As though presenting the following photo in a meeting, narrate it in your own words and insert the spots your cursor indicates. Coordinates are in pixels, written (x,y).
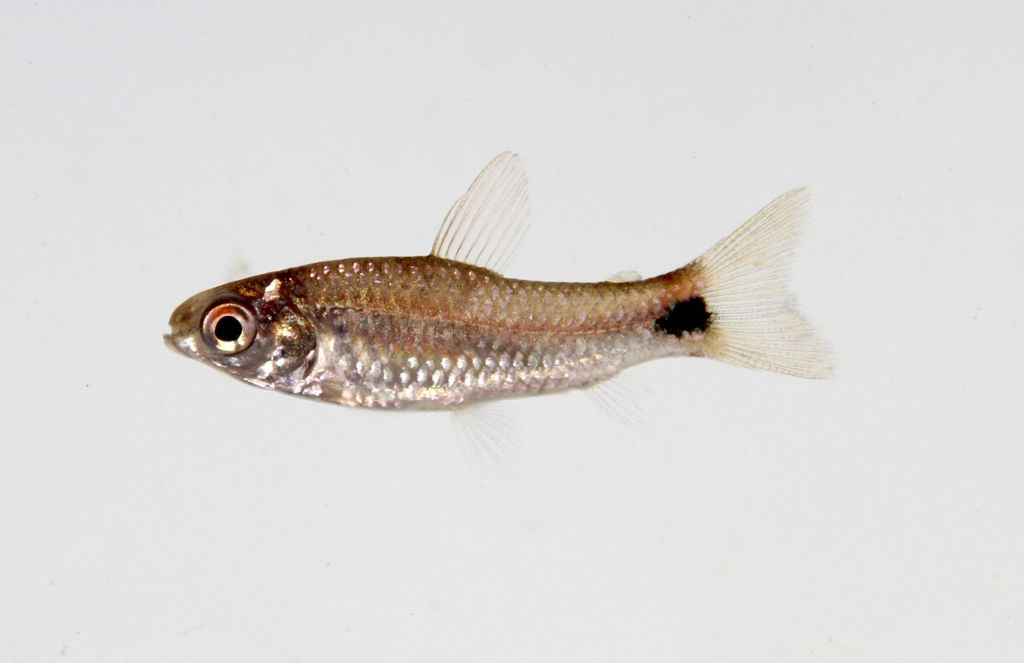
In this image, I can see a small fish (362,324). The background (317,105) looks white in color.
